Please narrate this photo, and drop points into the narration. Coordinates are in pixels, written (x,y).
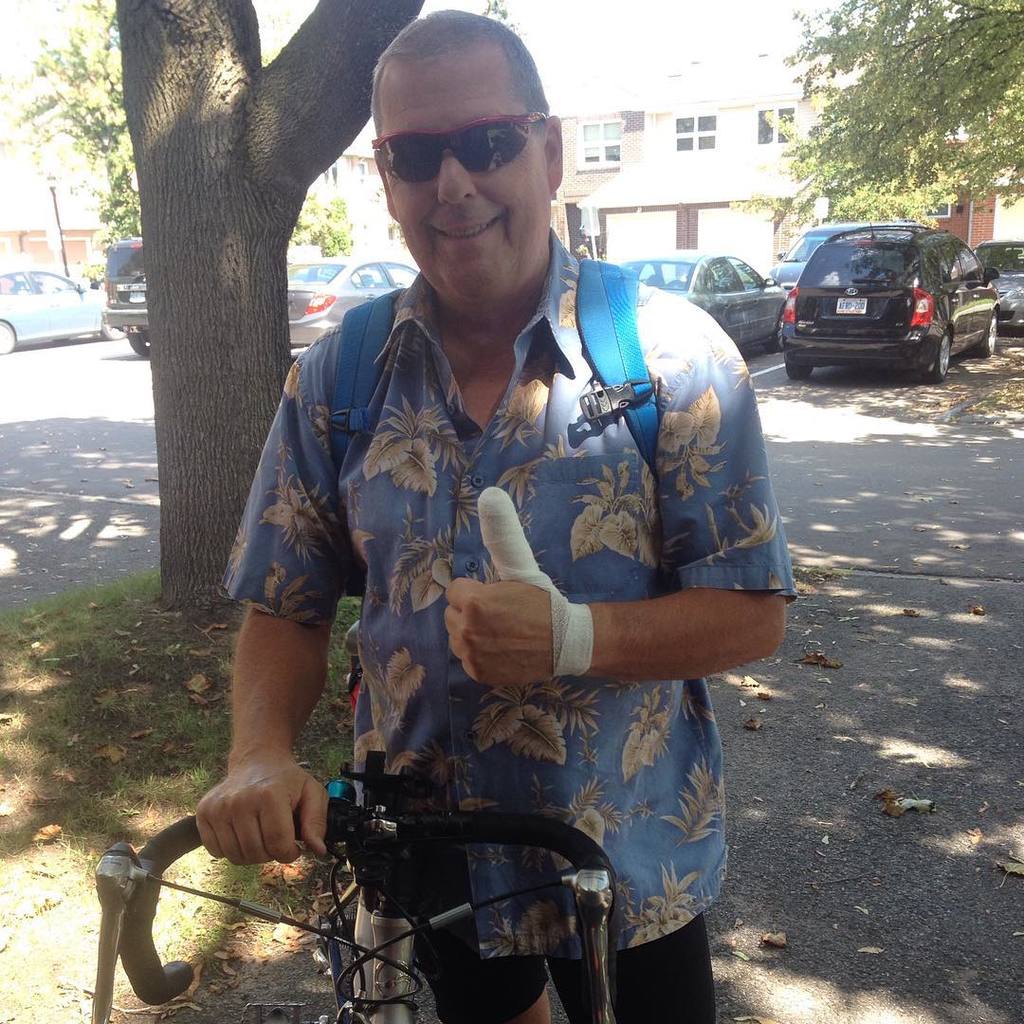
In this image we can see a man (608,654) standing on the ground (877,944) holding a bicycle (589,850). On the backside (187,670) we can see some grass (195,707), the bark (251,433) of a tree (266,359), some cars (297,336) parked on the road (859,380), a building (688,244) with windows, a signboard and some trees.
